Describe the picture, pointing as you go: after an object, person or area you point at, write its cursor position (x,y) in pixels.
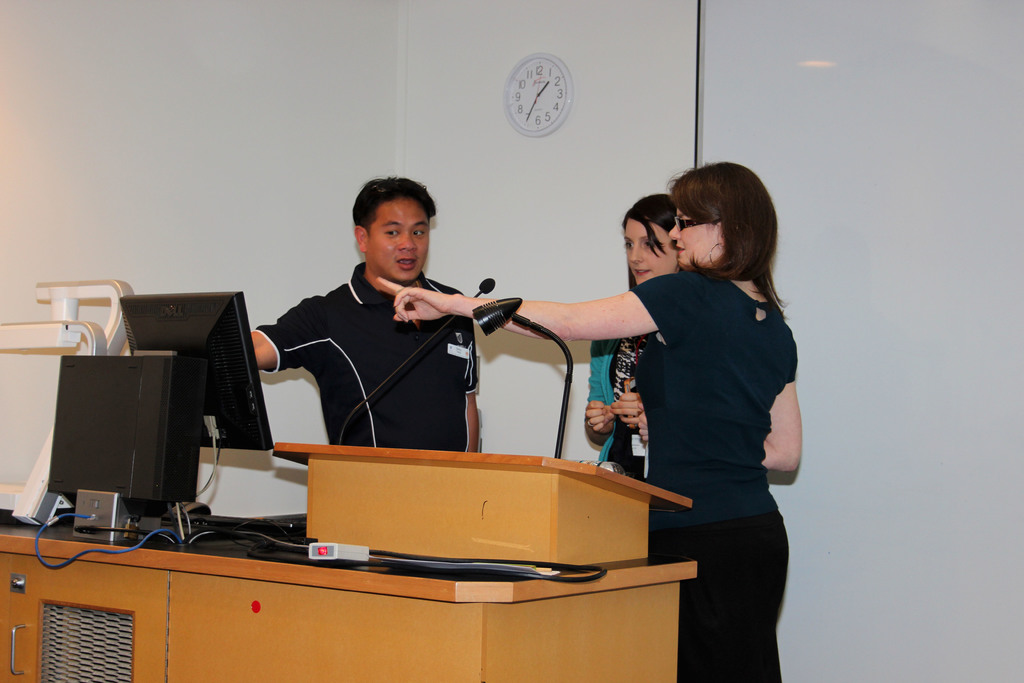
This picture is clicked inside a room (696,90). On the right (733,249) there is a Woman (703,377) wearing t-shirt (683,365) and standing, next to her there is one Woman (632,247) standing. On the left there is a Man (390,300) wearing black color t-shirt (382,348) and standing. In the foreground (242,547) there is a table (277,603) to which a microphone (488,287) and a lamp (480,320) is attached and there is a monitor (213,336) and some cables (269,545) placed on the top of the table (360,577). In the background (531,106) there is a Clock (558,74) on the wall (607,132).
